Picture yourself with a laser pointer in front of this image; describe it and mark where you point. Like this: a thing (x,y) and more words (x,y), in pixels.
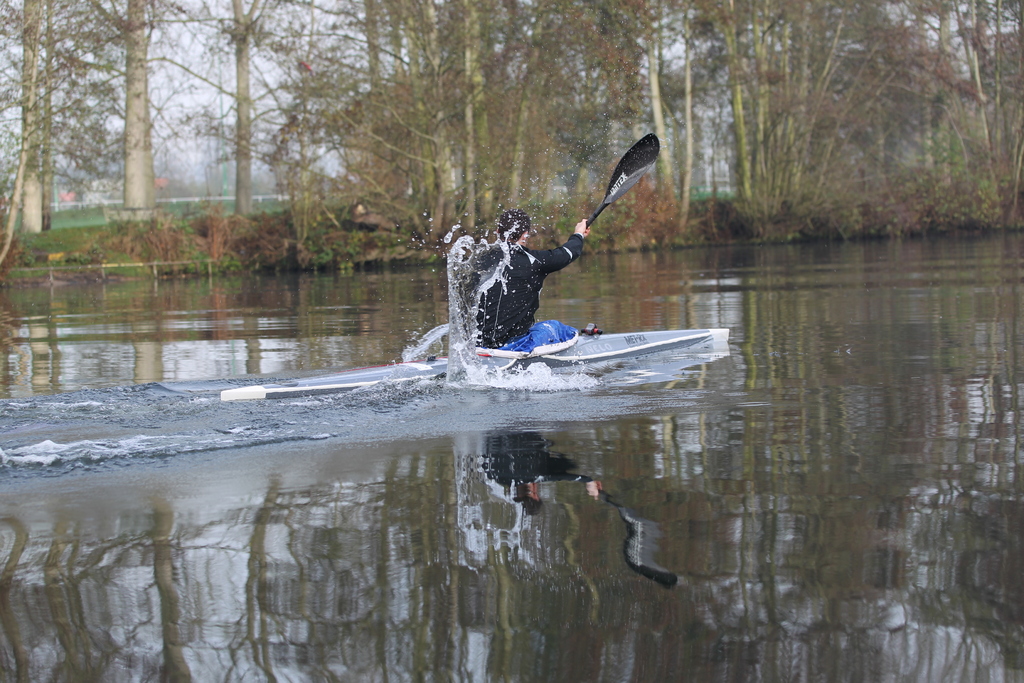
In the image I can see a person (505,320) who is paddling in the water (467,324) and around there are some trees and plants (538,234).
